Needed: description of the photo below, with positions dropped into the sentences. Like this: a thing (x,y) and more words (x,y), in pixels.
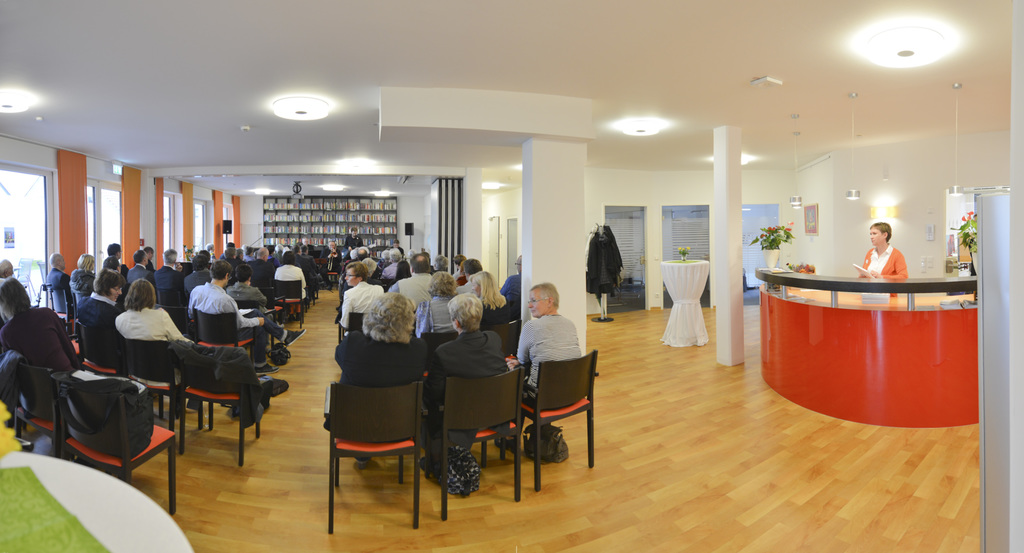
There is a group of a people (338,248). There are sitting in a chair (276,311). We can see in the background (367,210) there is a books (343,219) in a cupboard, pillars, lights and walls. On the right side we have person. She is a receptionist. She is standing. She is holding a paper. We can see in the background (354,209) cupboard (349,208) on a books (294,220).
